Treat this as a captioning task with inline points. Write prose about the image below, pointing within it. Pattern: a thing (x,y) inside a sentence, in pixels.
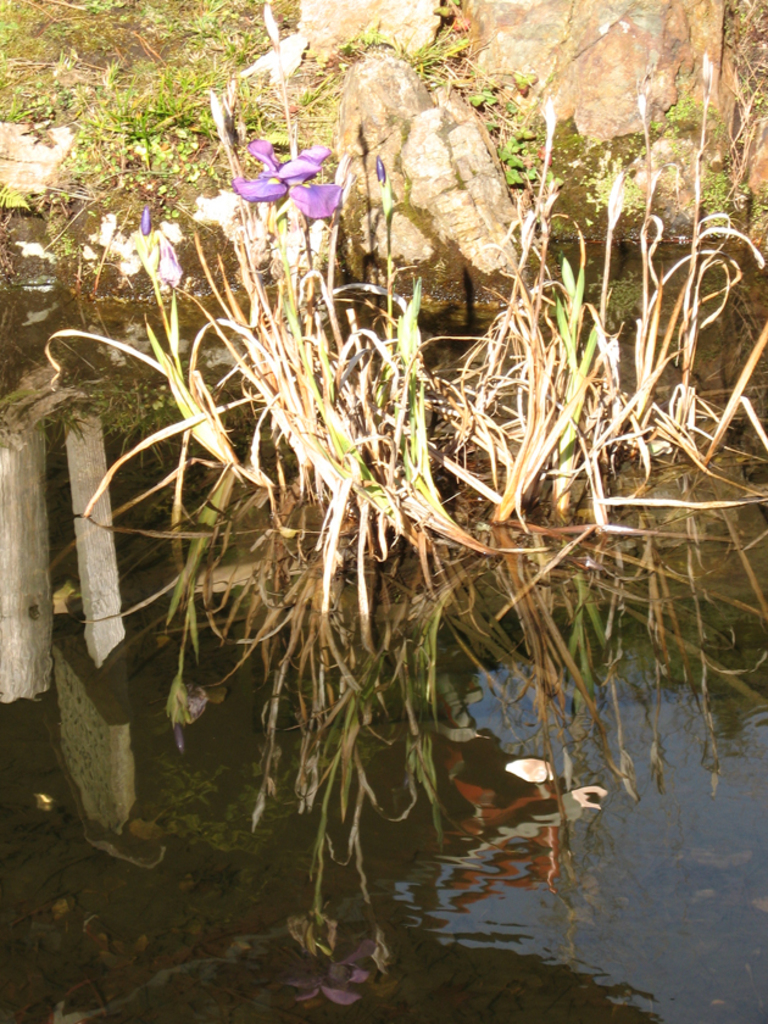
In this picture we can see water (301,836), here we can see plants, flowers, some stones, wooden stick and in the background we can see the grass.
